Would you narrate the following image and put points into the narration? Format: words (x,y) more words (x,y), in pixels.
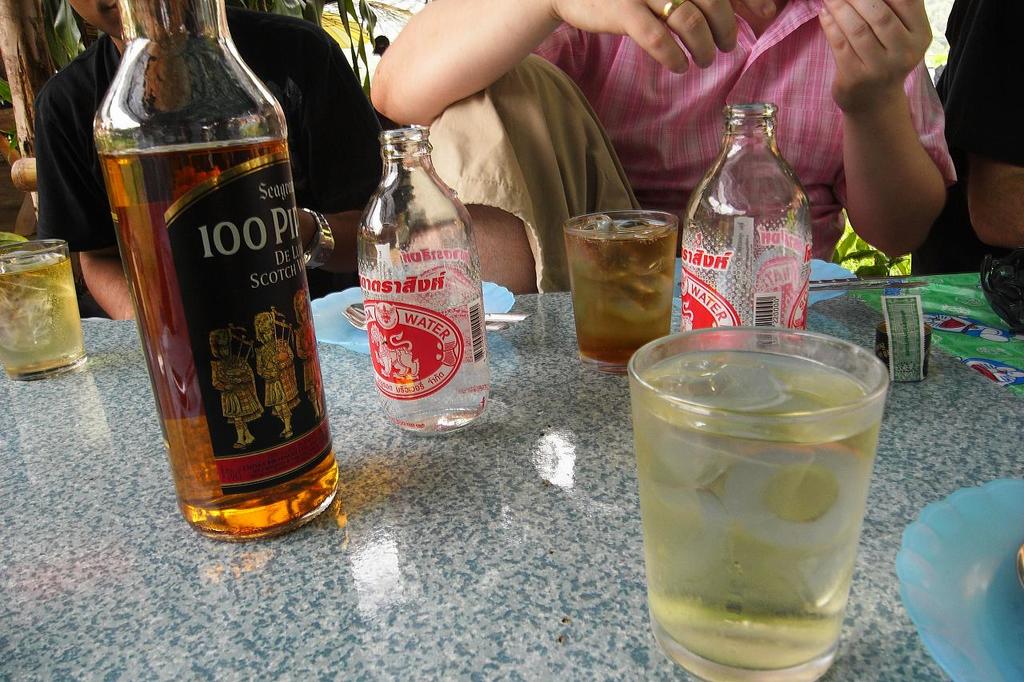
In a given image we can see that, there are person (440,45) sitting. This is a stone (360,525) on which a bottle (206,309) and a glass (570,283) are kept.
